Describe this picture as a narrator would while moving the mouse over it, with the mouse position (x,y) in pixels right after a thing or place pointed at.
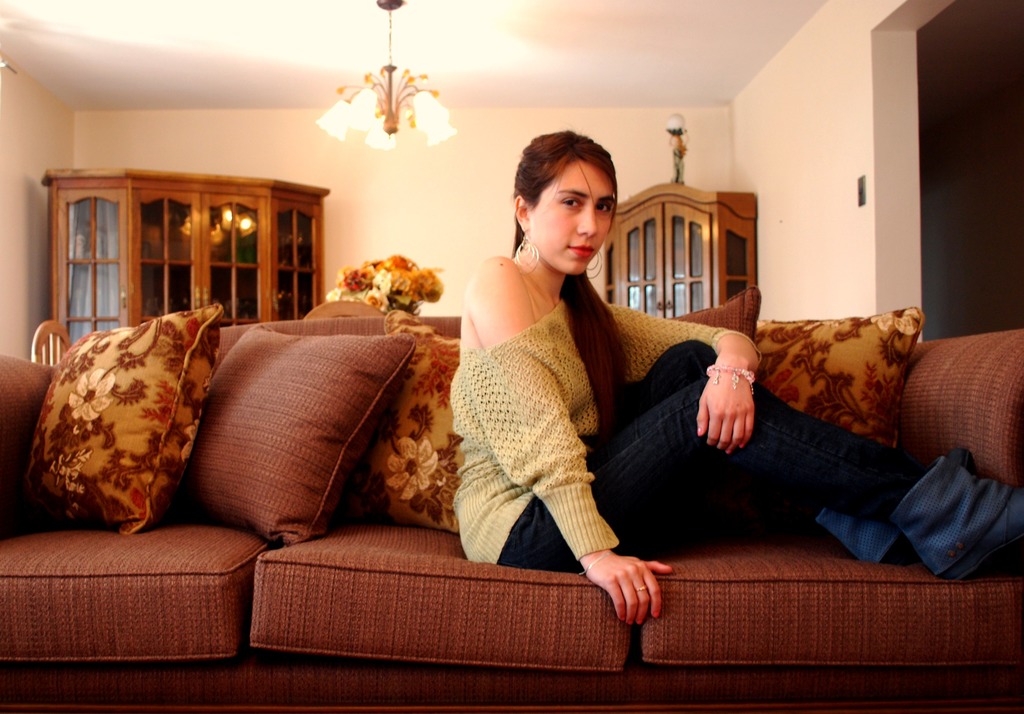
In this image the woman (544,516) sitting on the couch (314,566). There are pillows (271,395). At the back side (47,349) there is chair (61,326), flower pot (408,273) and a cupboard (687,274).
